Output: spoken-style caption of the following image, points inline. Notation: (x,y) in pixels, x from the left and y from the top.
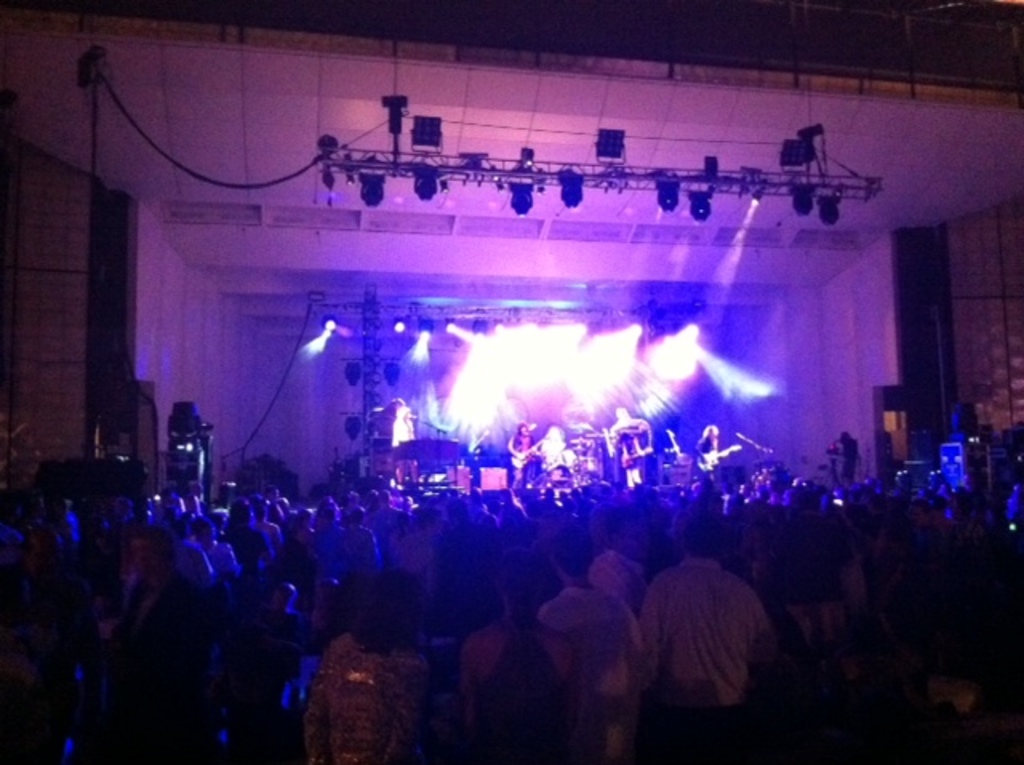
In this picture we can see some people (419,558) are standing in the front (511,565), there are some people (551,433) playing musical instruments (520,459) in the background (624,424), we can also see lights (607,368) in the background (608,363).
